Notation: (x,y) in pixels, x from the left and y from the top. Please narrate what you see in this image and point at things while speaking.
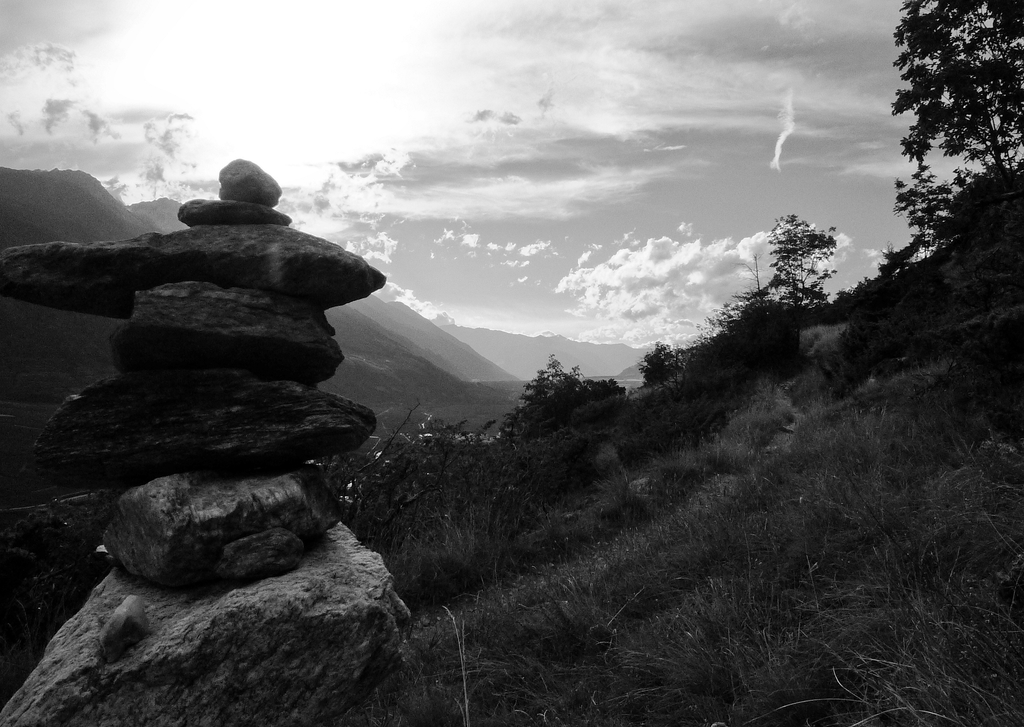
In this image I can see few mountains (405,342), trees (1015,126), stones (216,390), grass (897,705) and the sky (677,78). The image is in black and white.
